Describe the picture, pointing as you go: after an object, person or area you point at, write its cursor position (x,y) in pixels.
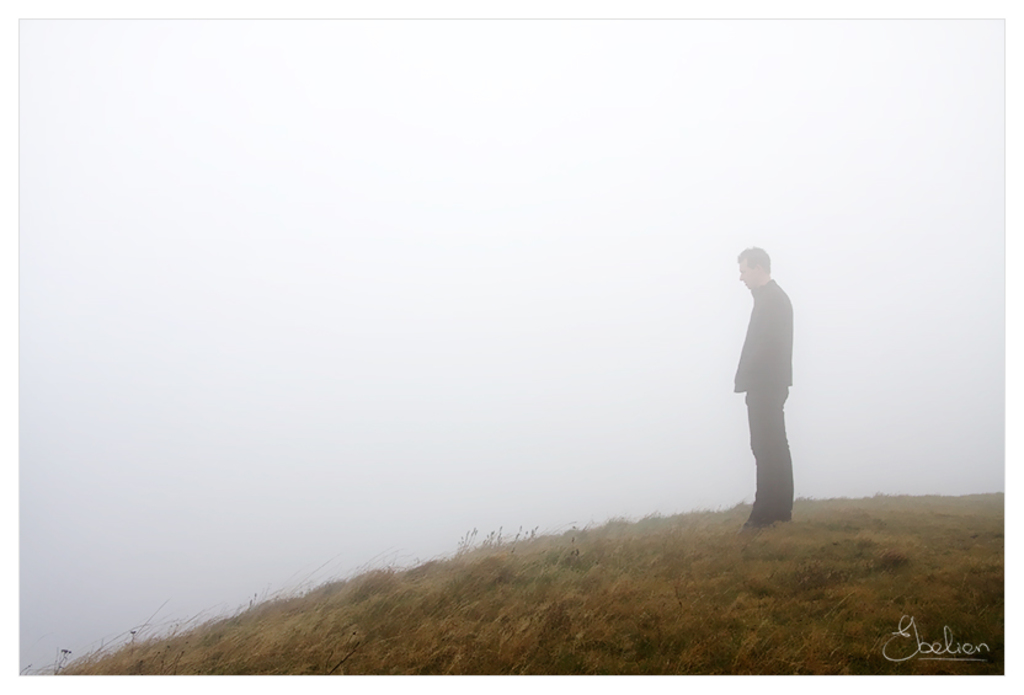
This picture shows a man (768,497) standing and we see grass (529,630) on the ground (332,593) and a cloudy sky (513,189).
